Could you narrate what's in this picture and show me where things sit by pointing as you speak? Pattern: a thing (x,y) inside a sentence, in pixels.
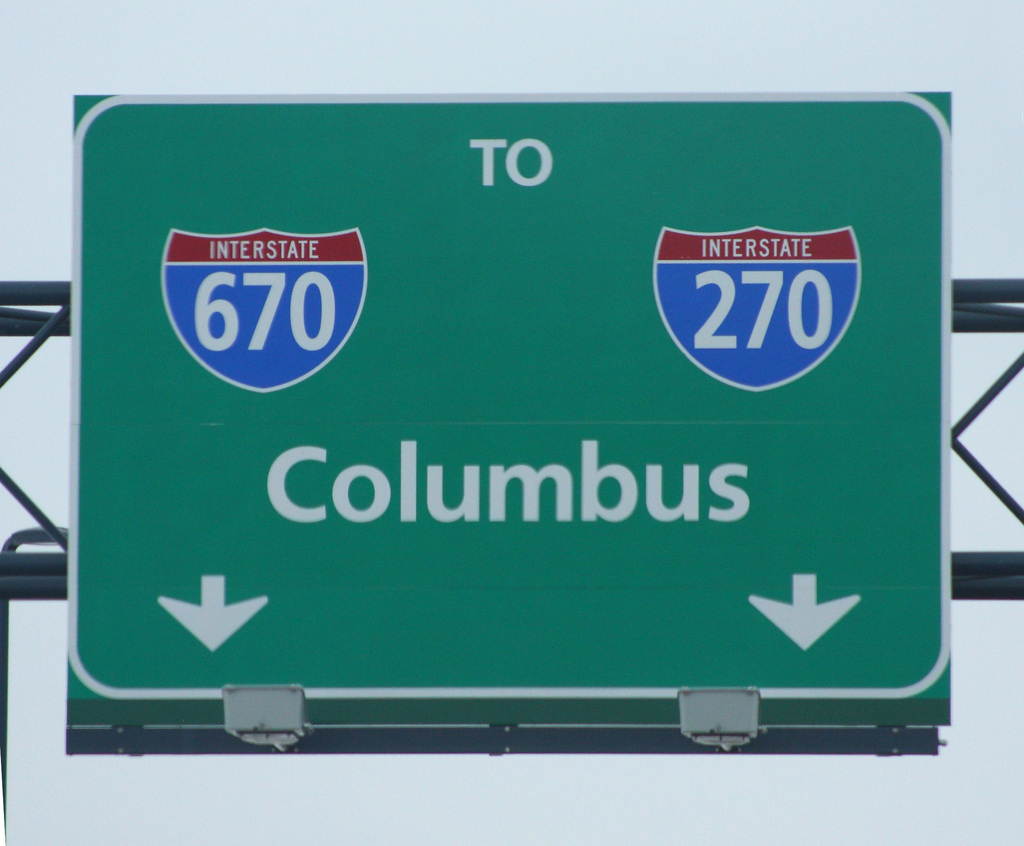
In this image we can see a green color signboard (503,307) with some numbers (776,276) and text (289,499) written on it, and it is placed on a hoarding (980,305).
